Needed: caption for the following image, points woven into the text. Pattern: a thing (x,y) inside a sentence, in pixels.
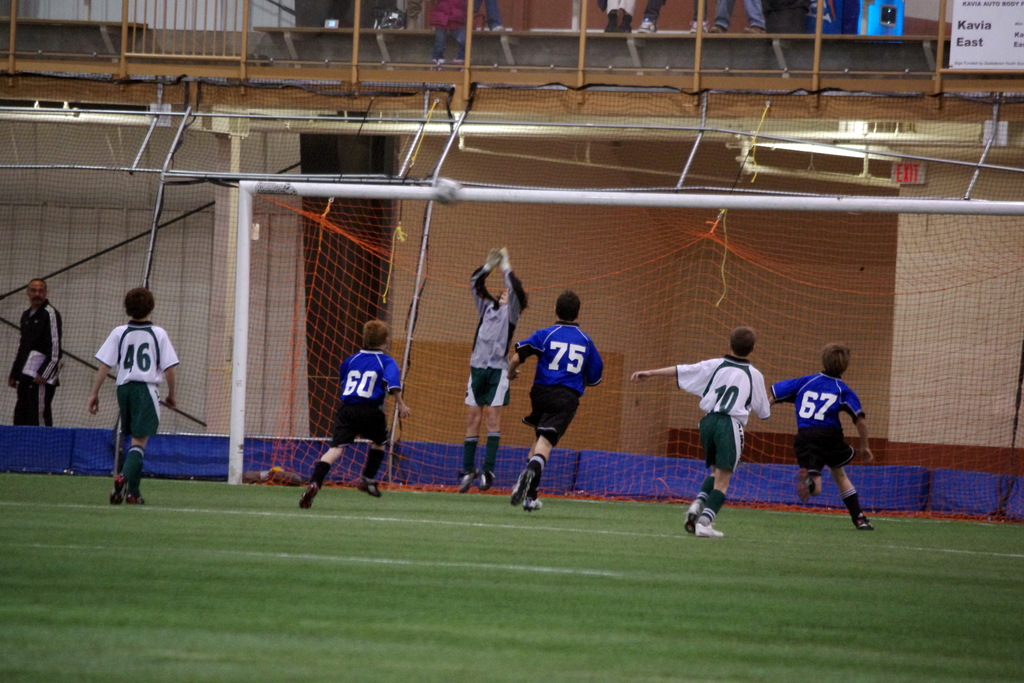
In this image, we can see people (553,374) playing in the ground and in the background (250,261), there is a mesh (372,235) and we can see some rods (187,112) and boards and some people (757,26) and some other objects (446,194).
